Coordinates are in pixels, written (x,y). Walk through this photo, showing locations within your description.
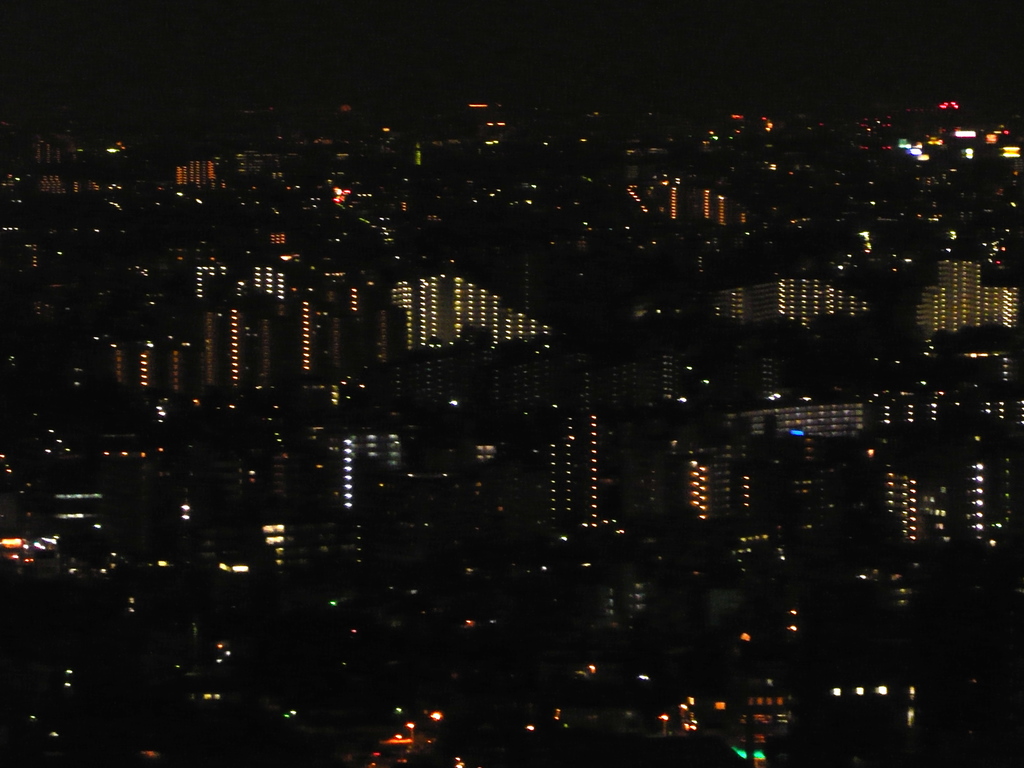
In this image at the bottom (121,528) there are some buildings (993,412) and houses (192,676) and lights (1007,293).
